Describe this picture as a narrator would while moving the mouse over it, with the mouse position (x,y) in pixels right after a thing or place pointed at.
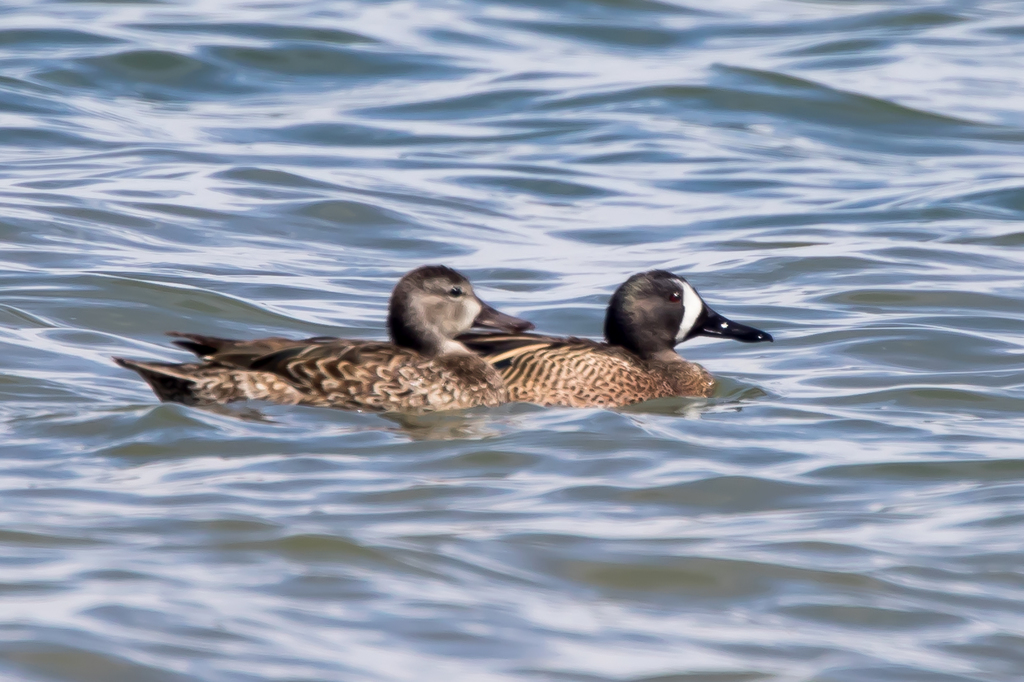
In the image we can see two ducks (534,373) in the water (617,286).
